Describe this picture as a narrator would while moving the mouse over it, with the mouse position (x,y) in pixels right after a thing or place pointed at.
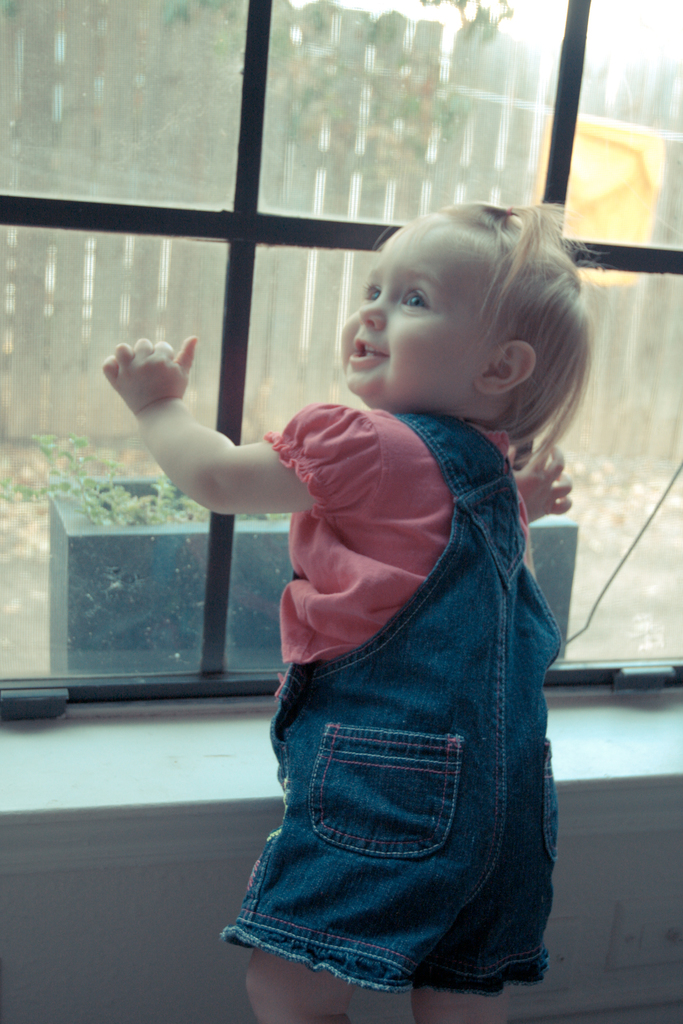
In this picture i can see the cute baby girl (386,437) who is standing near to the window (146,583) and she is smiling. She is wearing pink and blue dress (378,450). Through the window (644,402) i can see the plants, grass (572,465) and many trees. At the top (613,10) there is a sky (653,55).
